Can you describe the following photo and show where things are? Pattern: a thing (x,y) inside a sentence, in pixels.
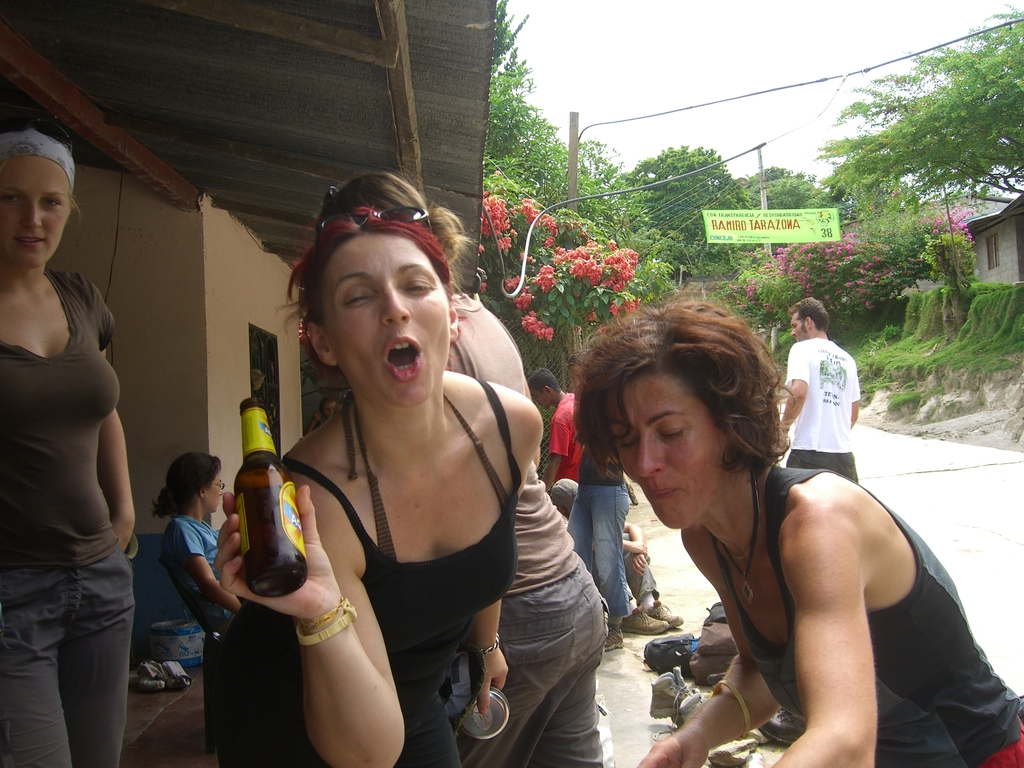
In this image in the foreground (241,730) there is a woman (224,500) holding a bottle (238,500), beside her there is another woman (807,482), in the middle (493,284) there are few people (823,344), flowering plants (573,214), trees (568,209), road (882,454), sky (688,87), pole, on the right side (993,250) there is a house (1007,211), on the left side (241,158) there is a house (160,120), under the house (79,166) there is a woman (57,376), on the pole (759,169) there is a banner (760,241).
